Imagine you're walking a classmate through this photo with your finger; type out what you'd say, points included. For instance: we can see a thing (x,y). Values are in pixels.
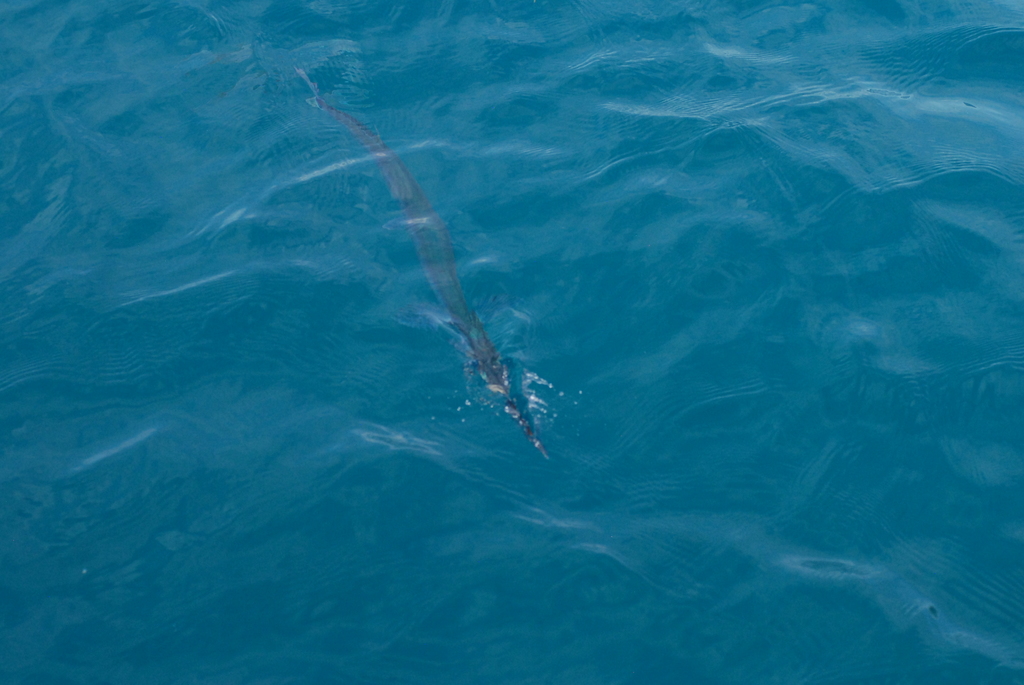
In this image there is water (357,228) with a water animal (512,410) in it.
